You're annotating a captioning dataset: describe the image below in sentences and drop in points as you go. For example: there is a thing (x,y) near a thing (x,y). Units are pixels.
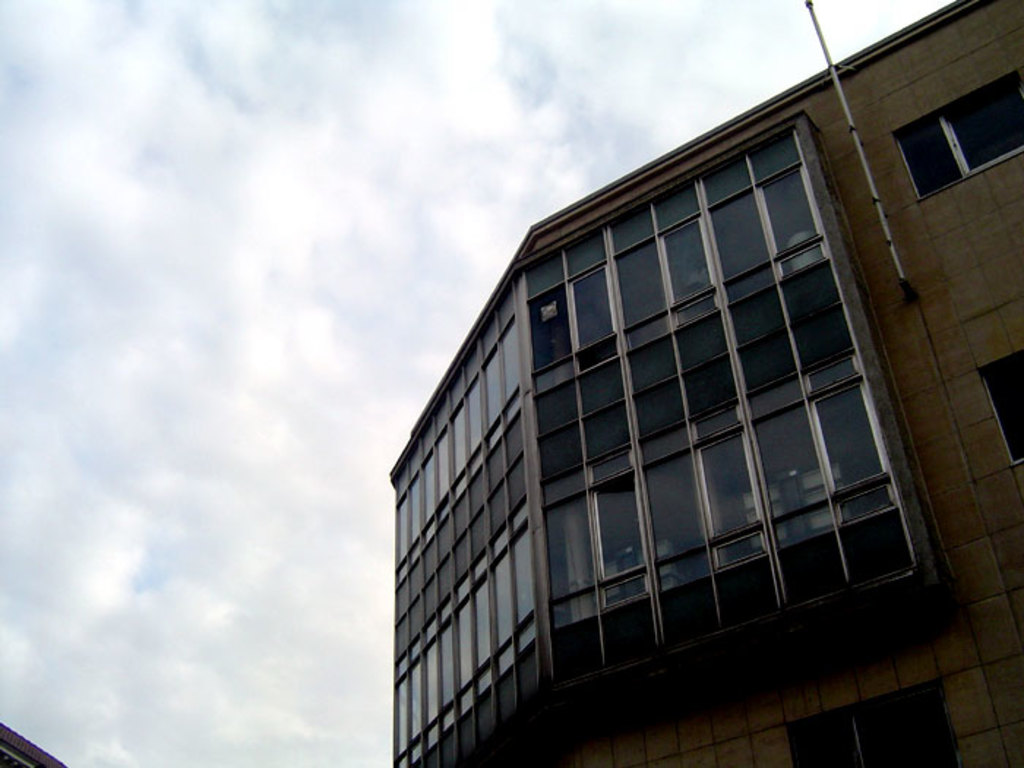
In this image there is a building (639,498) at right side of this image (808,390) and there is a cloudy sky (233,344) at top of this image (253,185).
